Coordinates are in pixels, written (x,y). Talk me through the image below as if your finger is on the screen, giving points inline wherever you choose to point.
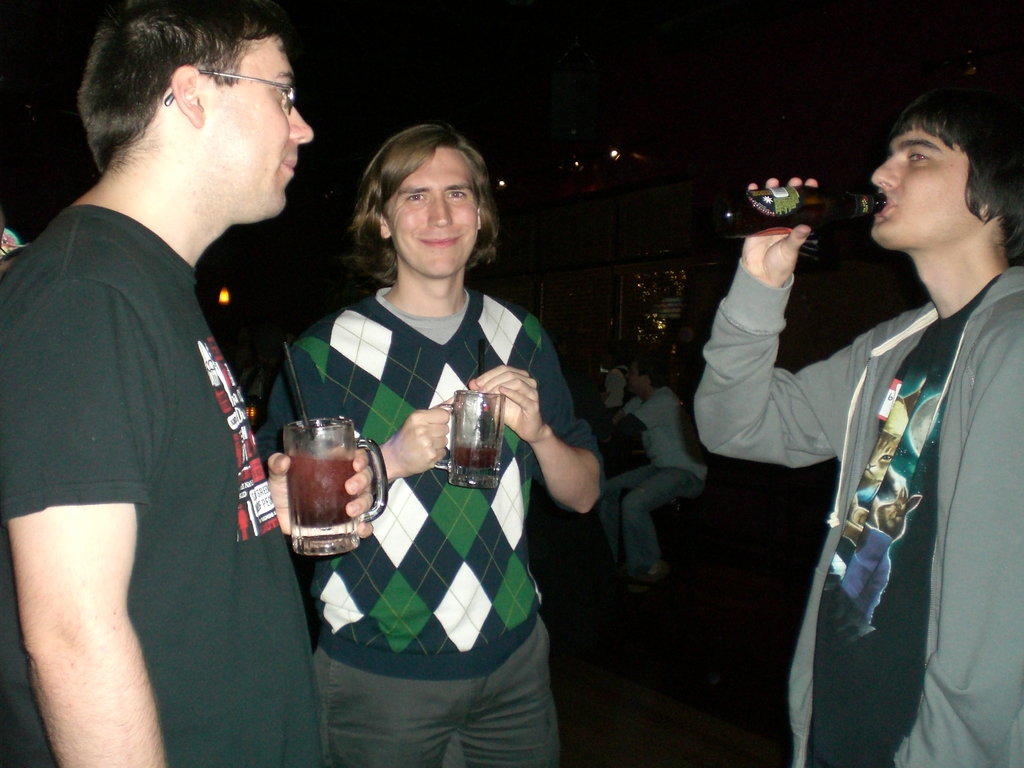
In the image on the left side (171,360) there are two men (395,403) standing and holding glasses (340,429) with straws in it. And on the right side of the image (705,437) there is a man (968,235) standing and holding a bottle (773,189) in the hand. Behind them there are a few people (612,416). And there is a dark background (591,168).
